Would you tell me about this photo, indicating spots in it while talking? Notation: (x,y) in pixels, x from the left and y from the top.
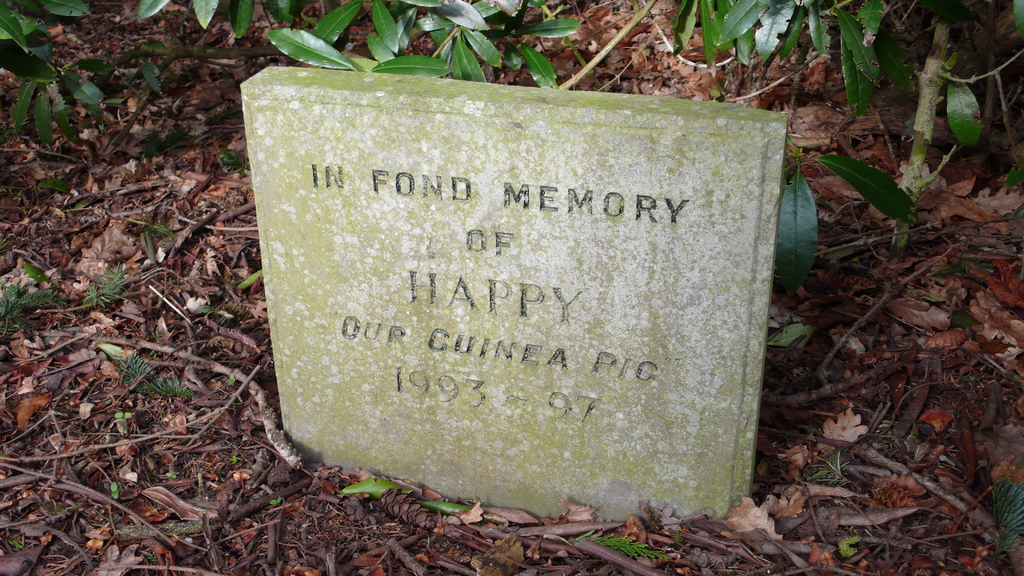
In the center of the image (532,323), we can see a stone (598,234) and some text (519,193) is written on it. In the background (190,127), there are leaves (90,98) and at the bottom (225,503), there is ground (191,419) covered with leaves (229,432).
